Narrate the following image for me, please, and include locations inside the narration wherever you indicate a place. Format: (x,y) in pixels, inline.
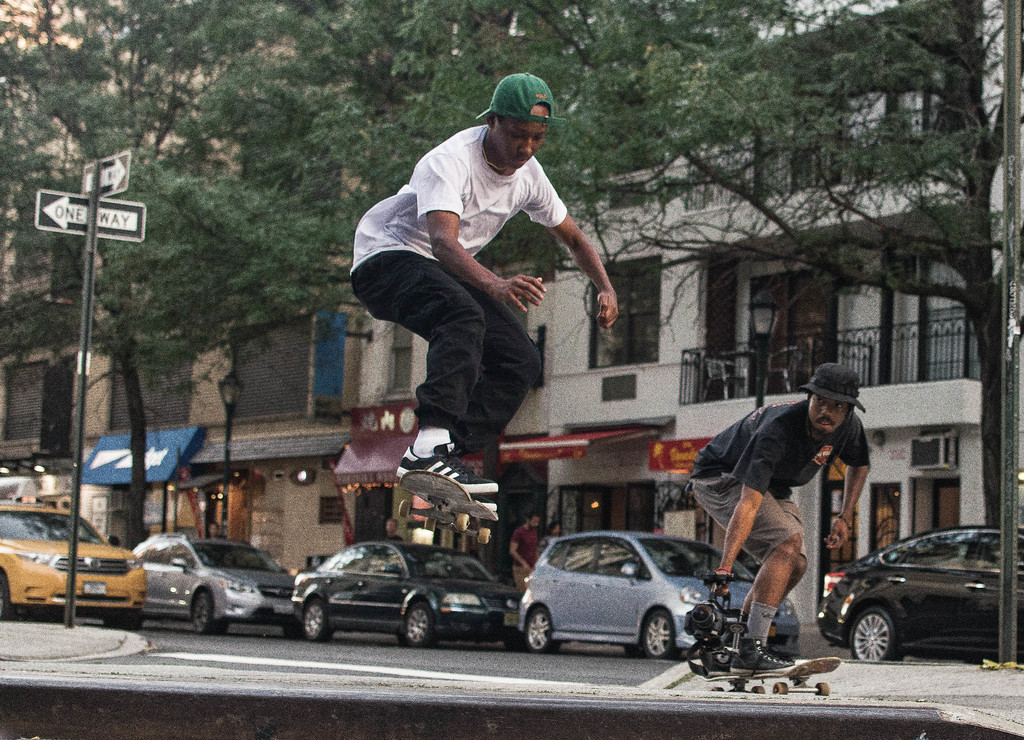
In the picture I can see a person (525,170) wearing white color T-shirt (525,183), black pant (473,432), socks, shoes (494,486) and a green color cap (543,95) is standing on the skateboard (439,495) which is in the air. Here we can see another person (779,503) wearing black color T-shirt (754,433), hat (840,392), socks (768,627) and shoes (766,651) is standing on the skateboard (801,684) and holding a video camera (708,638). The background of the image (38,582) is slightly blurred, where we can see few vehicles (591,593) are parked on the side of the road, we can see sign boards (98,233), buildings (200,413) and trees (371,136).
